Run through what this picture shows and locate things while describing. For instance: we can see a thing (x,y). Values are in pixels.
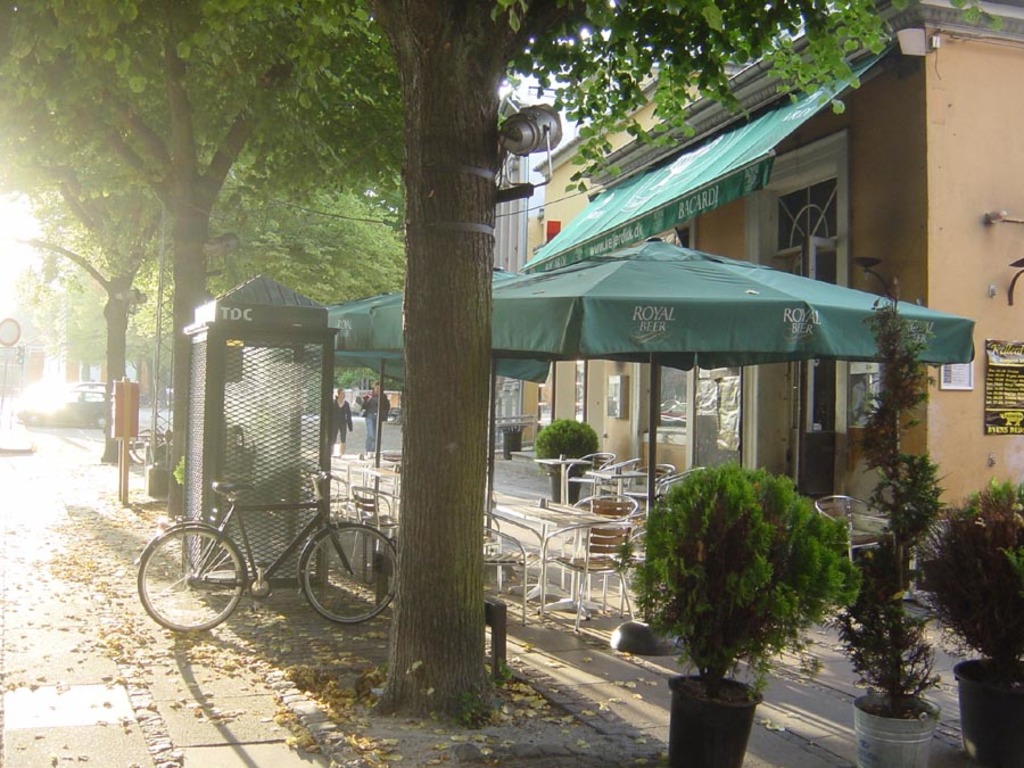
On the right side of the image (783,187) we can see the buildings (1010,102), tents (763,178), roof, windows (712,391), chairs (693,471), tables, boards (966,365), wall (947,236). On the left side of the image (9,360) we can see the traffic sign (14,323), boards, poles (11,376), road (106,515), dry leaves (73,558). In the background of the image (86,350) we can see the trees (113,352), mesh (270,388), shed (275,430), bicycle (297,557), planter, pots (719,703), lights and two people (337,447) are walking. At the top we can see the sky (510,90).
